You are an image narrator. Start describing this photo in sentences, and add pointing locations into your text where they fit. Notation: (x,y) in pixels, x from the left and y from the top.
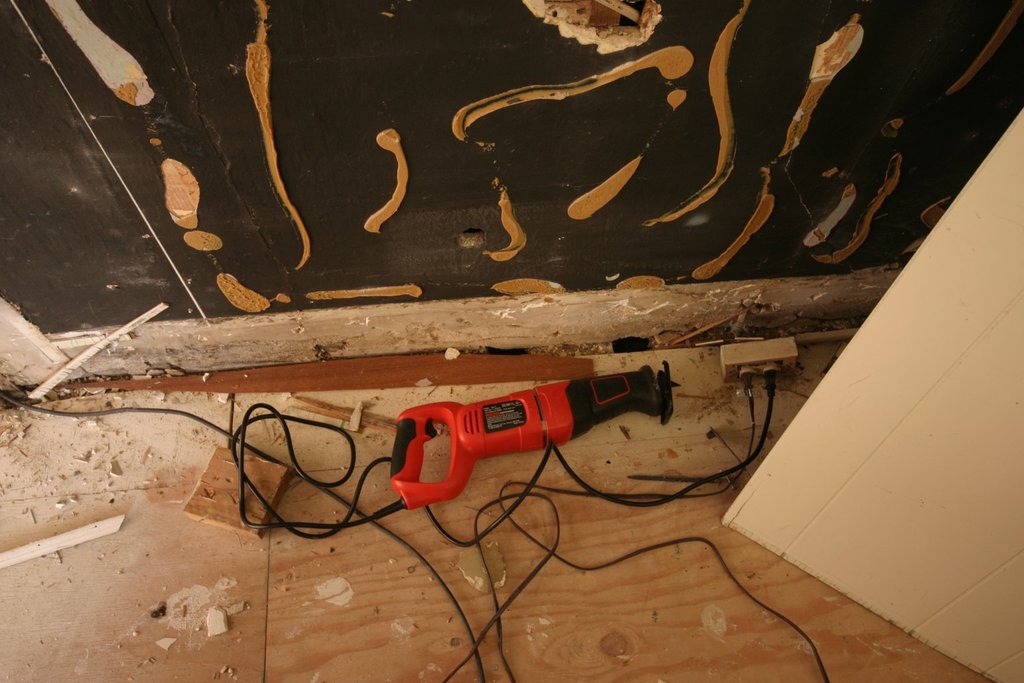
In the foreground of the image (404,419) we can see a machine (547,426), wire (181,415) and switchboard (764,370). On the top of the image (715,180) we can see cardboard (141,260). On the right side of the image (880,387) we can see a cardboard (941,464).
